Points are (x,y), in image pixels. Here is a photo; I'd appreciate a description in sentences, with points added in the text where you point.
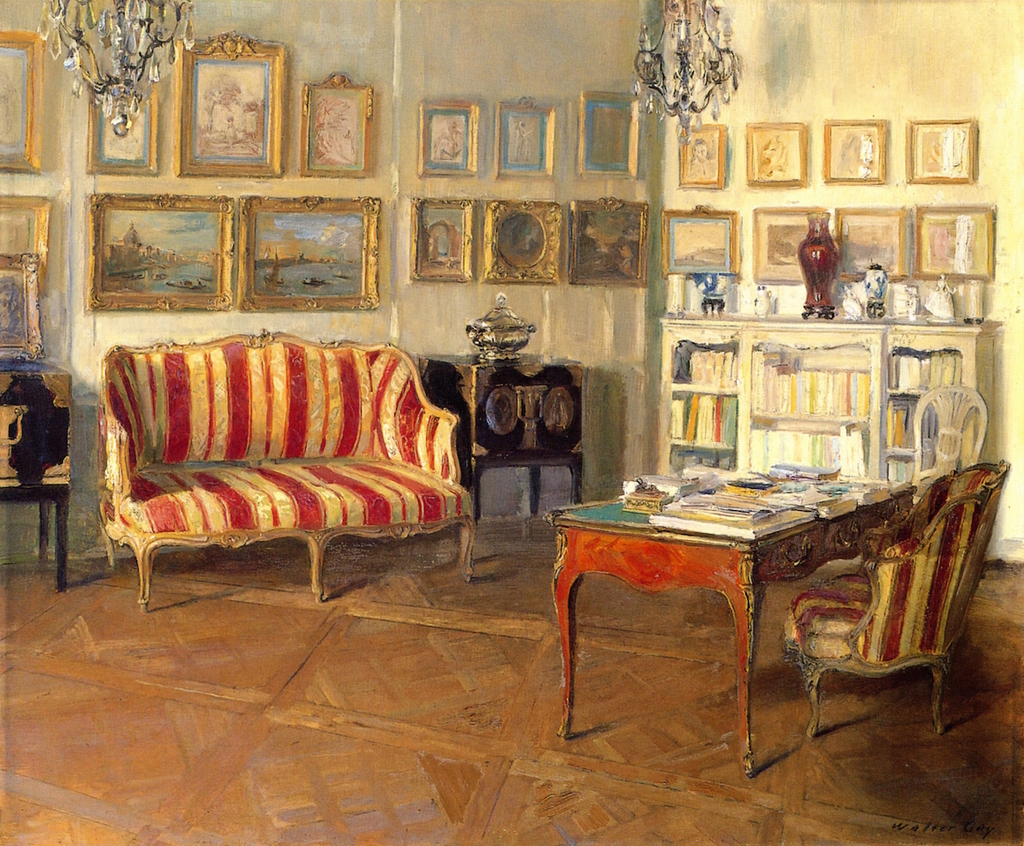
I see this is a painting (1012,117) and there is a sofa (394,459), 2 chairs (951,447), a table (769,544) on which there are few books (885,488) on it and a rack (749,328) over here and lot of books (720,353) in it and on the rack (729,329) there are few things (680,310) and on the wall (596,338) there are photo frames (12,319).
